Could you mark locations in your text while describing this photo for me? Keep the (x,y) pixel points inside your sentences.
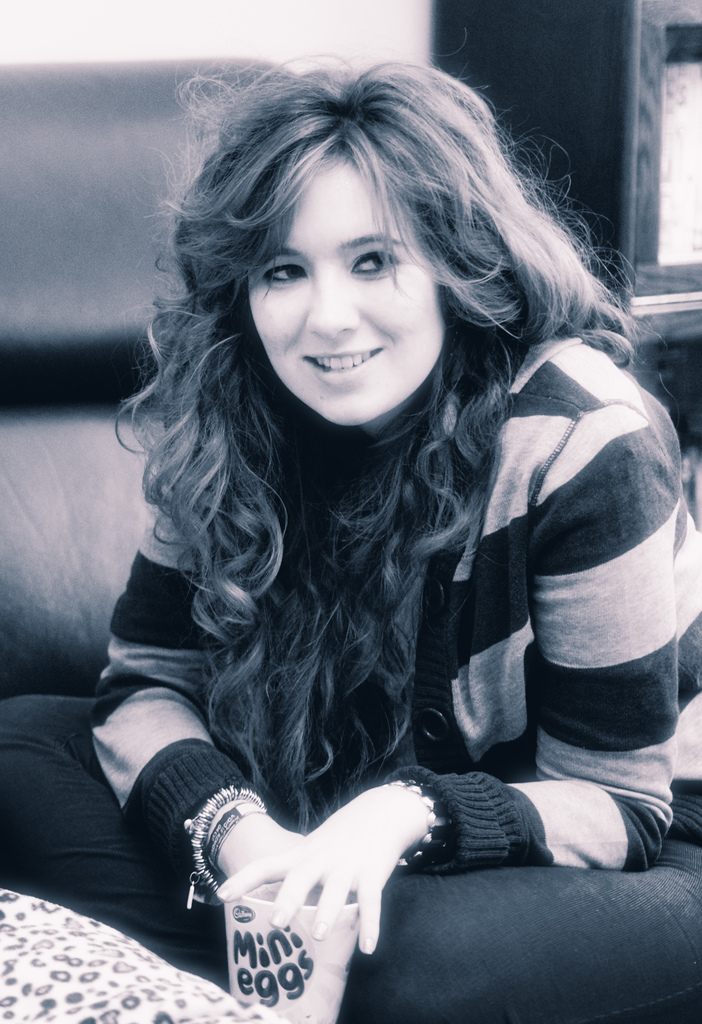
In this image I can see the person (367,611) is sitting and smiling. I can see a cup (296,971) and few objects (564,72) at back (569,91). The image is in black and white.
